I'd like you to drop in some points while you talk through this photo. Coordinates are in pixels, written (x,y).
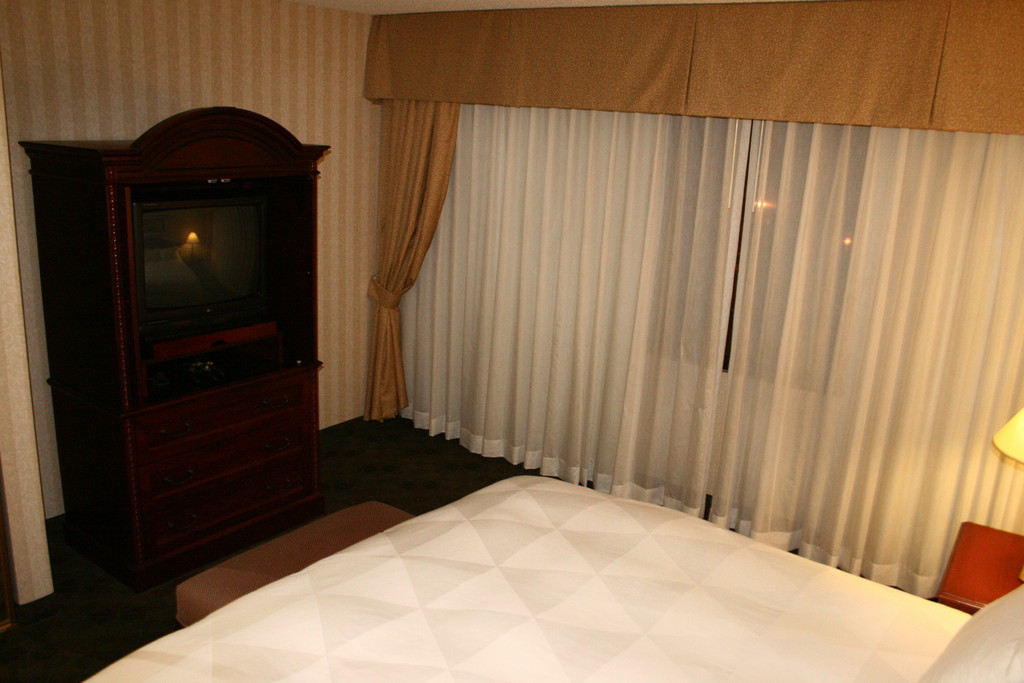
In this image we can see a wooden drawer (160,409), television (194,263), wall (81,33), glass window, curtains (599,271) and other objects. At the bottom of the image (475,582) there is a white texture (541,607).
